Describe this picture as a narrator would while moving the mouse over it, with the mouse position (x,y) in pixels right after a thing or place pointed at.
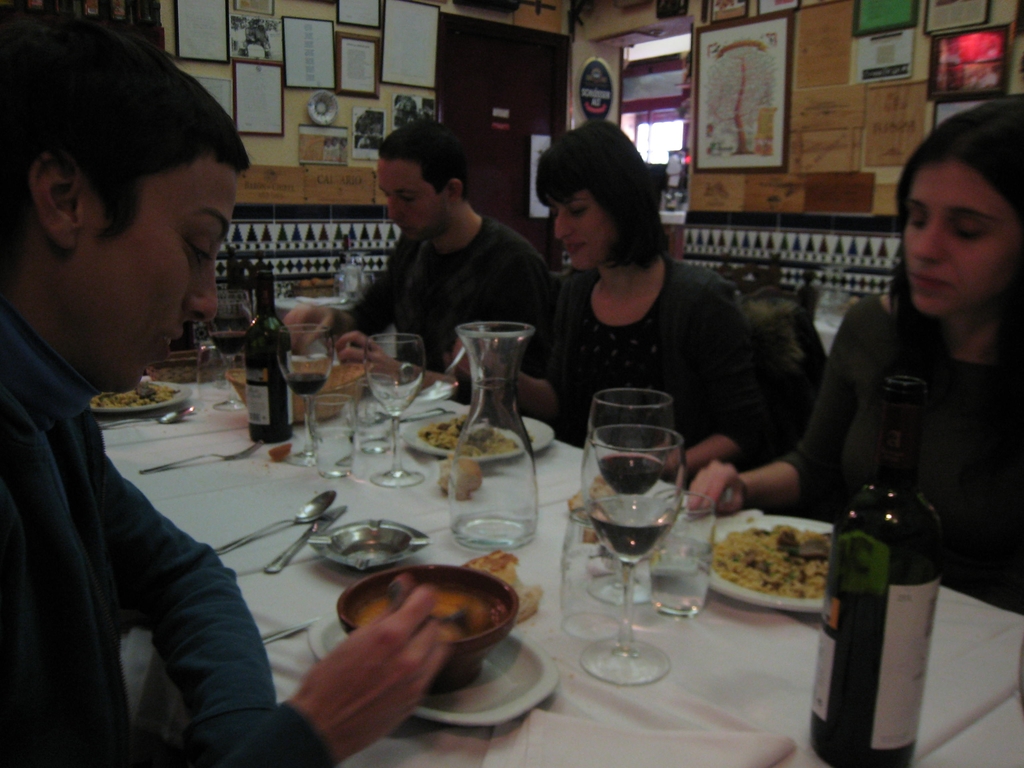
In this picture there are four person (584,307) sitting on a chair (796,338). On table (204,391) there is a bottle (269,357), glass (342,408), jar (503,482), plate (772,598), food (775,583) and a bowl (463,661) apart from that there is a spoon (283,525), knife (305,535), tissue paper (605,726) and plate (144,409). In the top right (792,19) there is a photo frames (907,47). And on the top (650,97) we can see a window (668,89) beside that there is a door (513,111).
